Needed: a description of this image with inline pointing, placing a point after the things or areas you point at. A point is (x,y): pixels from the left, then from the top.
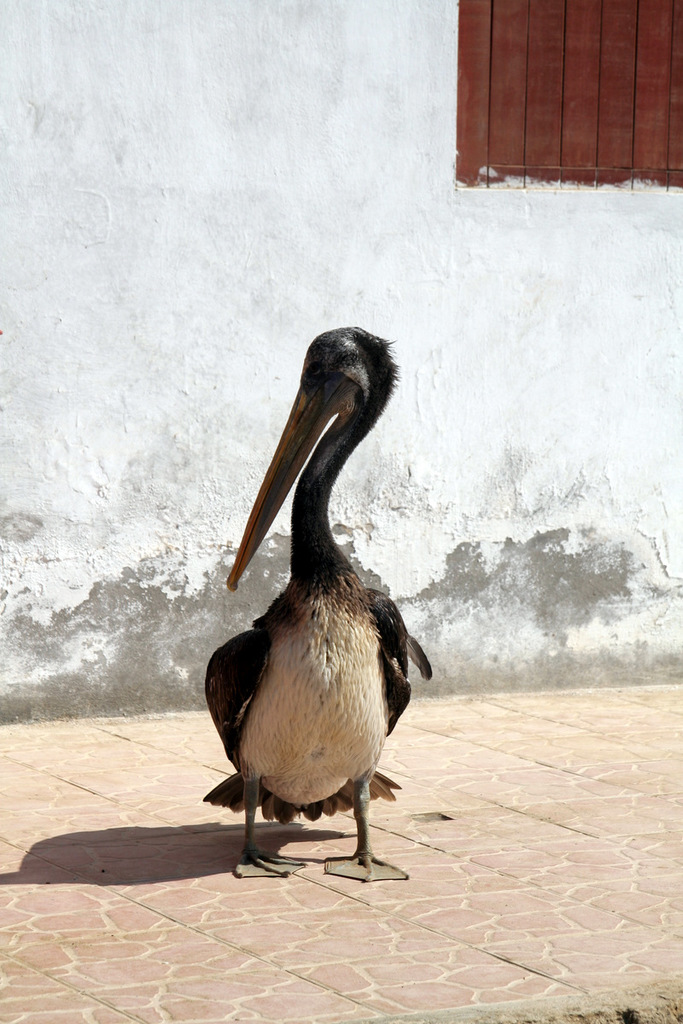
Here there is a bird (378,728), here there is wall (465,249) with the window (575,148).
